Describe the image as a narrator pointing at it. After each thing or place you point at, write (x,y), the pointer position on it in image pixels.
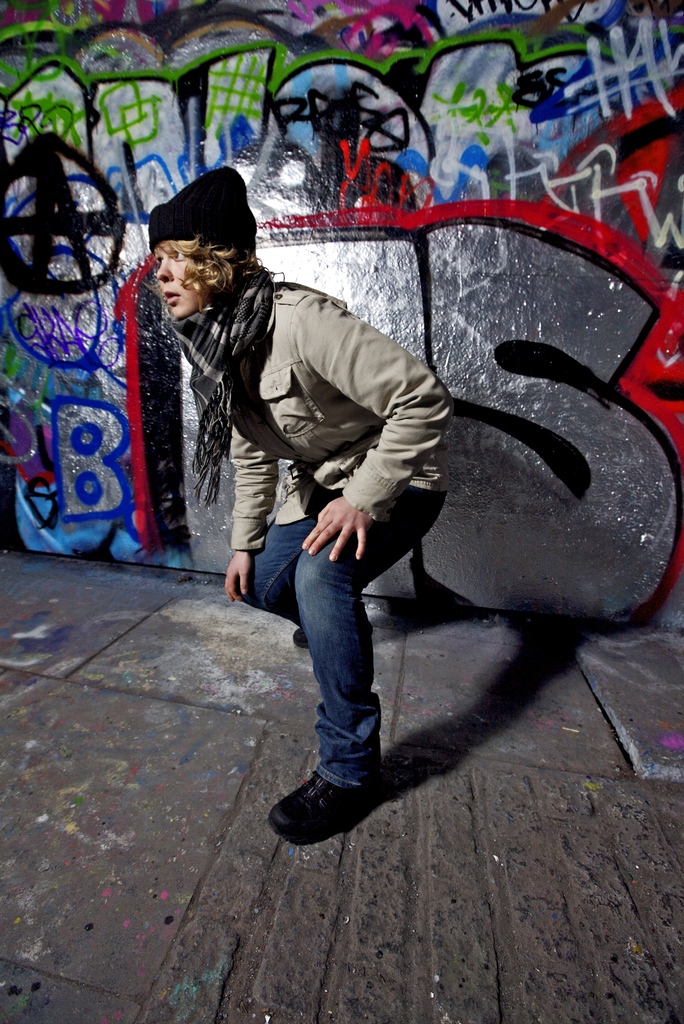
In this image there is a person (353,472) with a stole (224,330) on the ground (348,839). Behind the person (303,312) there is a graffiti wall (484,246).
